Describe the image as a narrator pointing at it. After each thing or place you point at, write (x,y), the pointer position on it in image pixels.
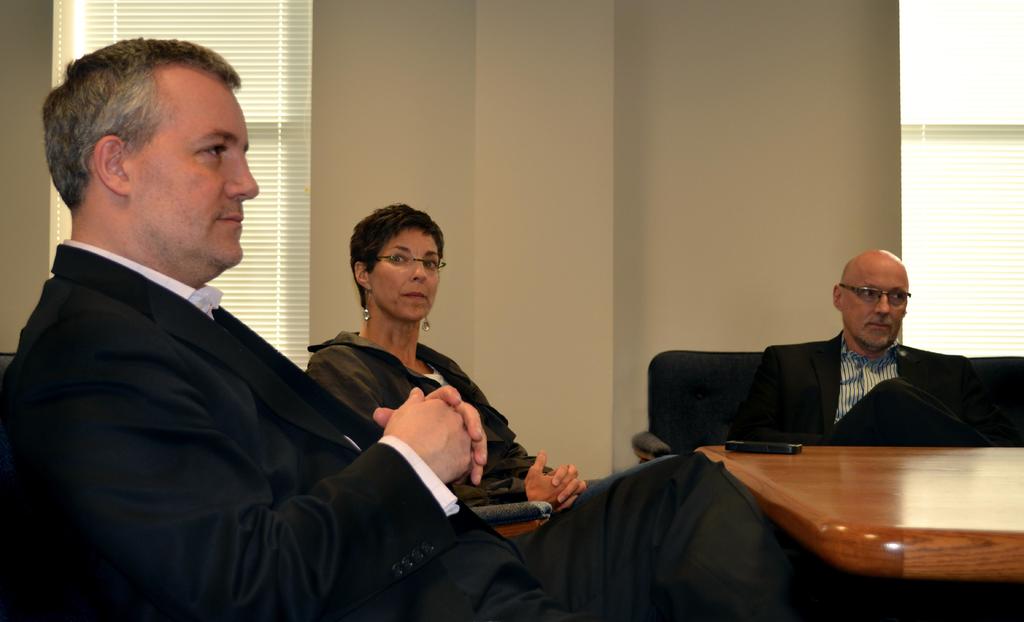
In this image I can see there are three persons (420,423) sitting in front of the table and they are wearing a black color dresses (316,471) and on the table (805,514) I can see a remote (766,443) and the table (770,463) visible on the right side (945,506) and I can see the wall (554,126) and window (961,25) at the top (636,130).
